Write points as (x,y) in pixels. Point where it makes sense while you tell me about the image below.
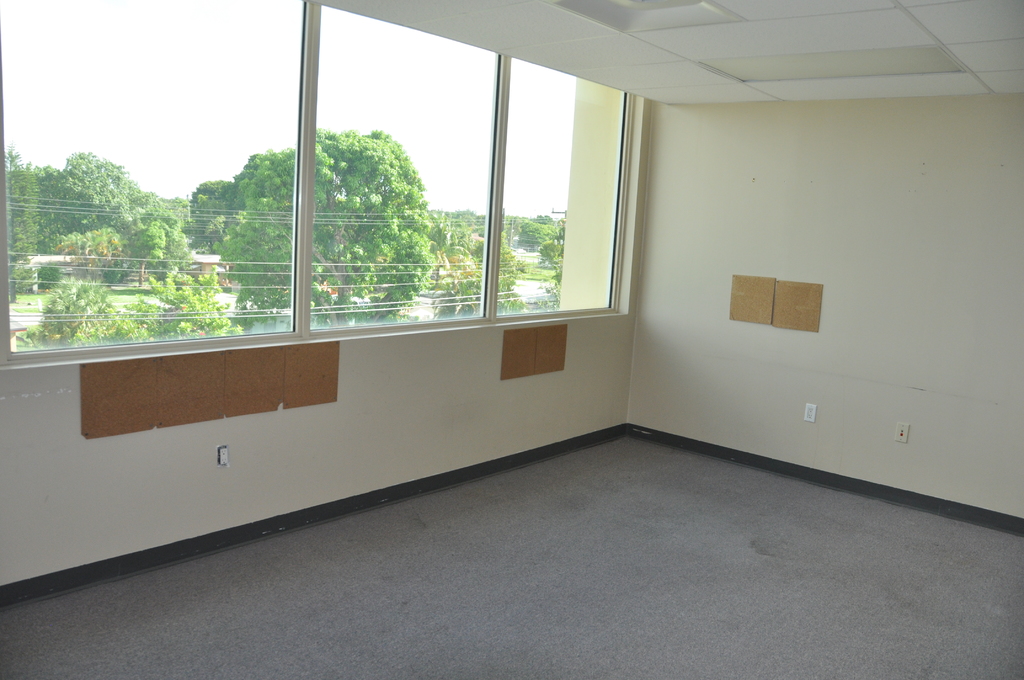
In this picture I can observe a room (667,277). On the right side (810,183) I can observe wall (667,277). In the middle of the picture (449,312) there are glass windows (258,152). In the background (82,221) there are some trees (62,182) and I can observe sky (169,86).
